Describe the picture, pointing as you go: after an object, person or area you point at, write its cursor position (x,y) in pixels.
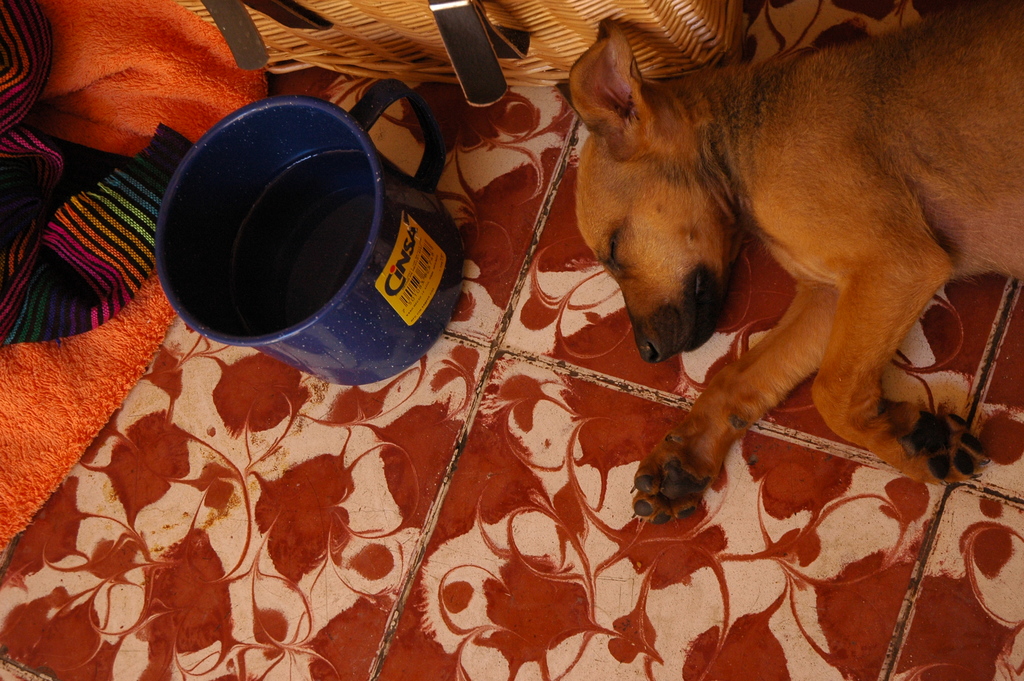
In this picture we can see a dog (766,196) is lying on the floor (731,321), beside the dog (751,201) we can see few clothes (108,164) and water (338,237) in the tub (274,302).
